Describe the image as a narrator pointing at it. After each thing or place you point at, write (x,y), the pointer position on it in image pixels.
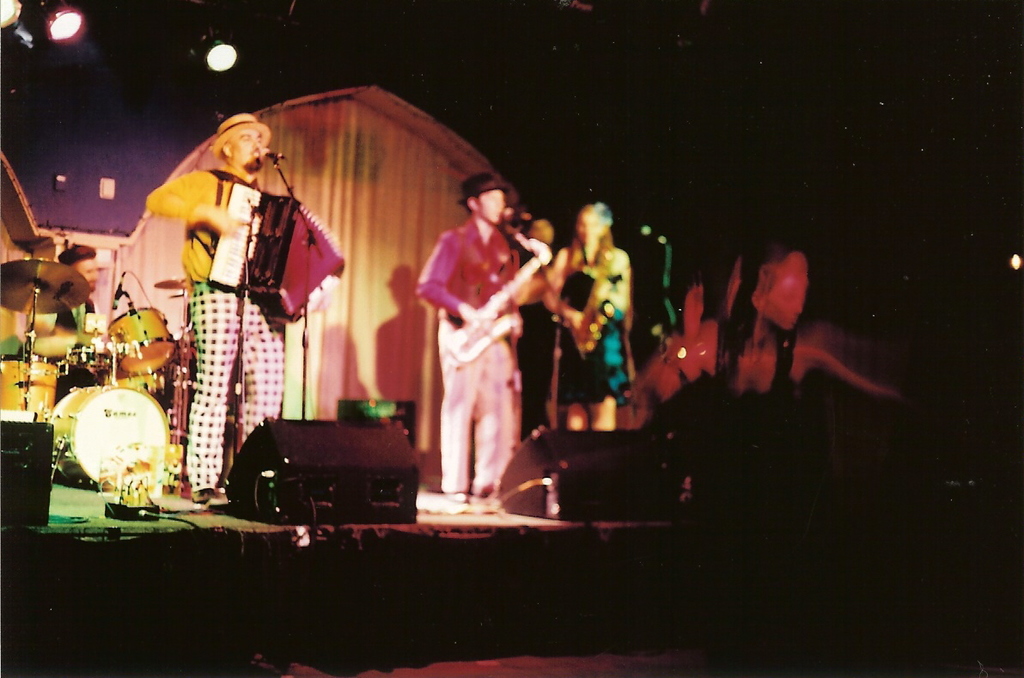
Here in this picture we can see a group of people (455,285) standing on the stage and playing musical instruments (267,281) present in their hands (460,318) with microphone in front of them and we can see speakers (22,429) in the front (548,477) and we can see lights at the top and behind them we can see curtain (399,322) present over there.
